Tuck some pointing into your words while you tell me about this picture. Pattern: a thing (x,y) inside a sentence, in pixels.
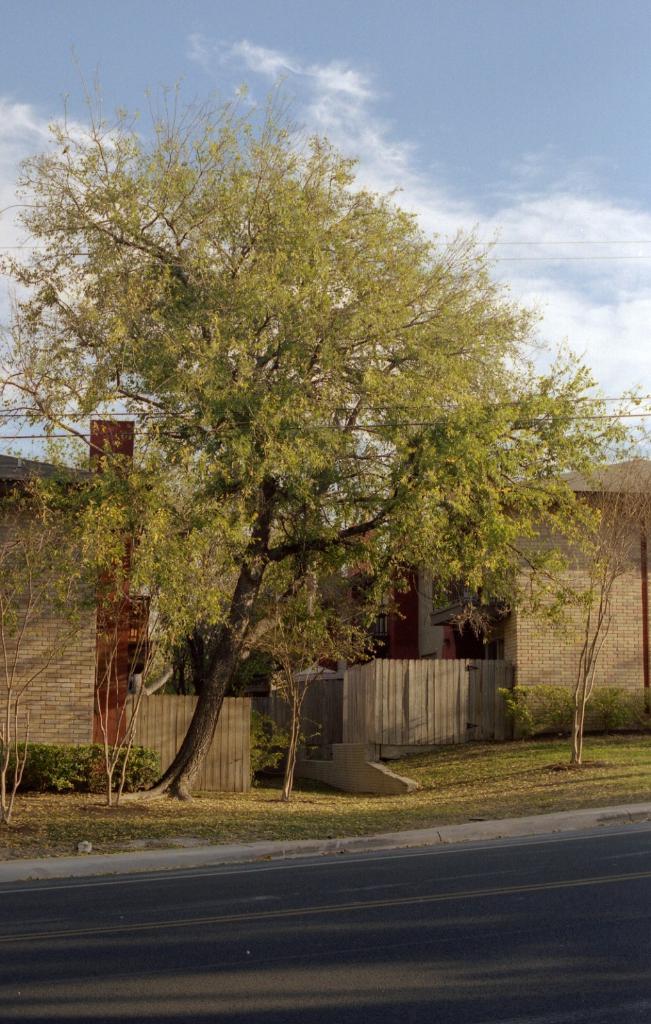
In this image we can see houses (6,465), trees (302,572). At the bottom of the image (364,906) there is road (520,911). At the top of the image (328,96) there is sky (305,74) and clouds (642,232).
